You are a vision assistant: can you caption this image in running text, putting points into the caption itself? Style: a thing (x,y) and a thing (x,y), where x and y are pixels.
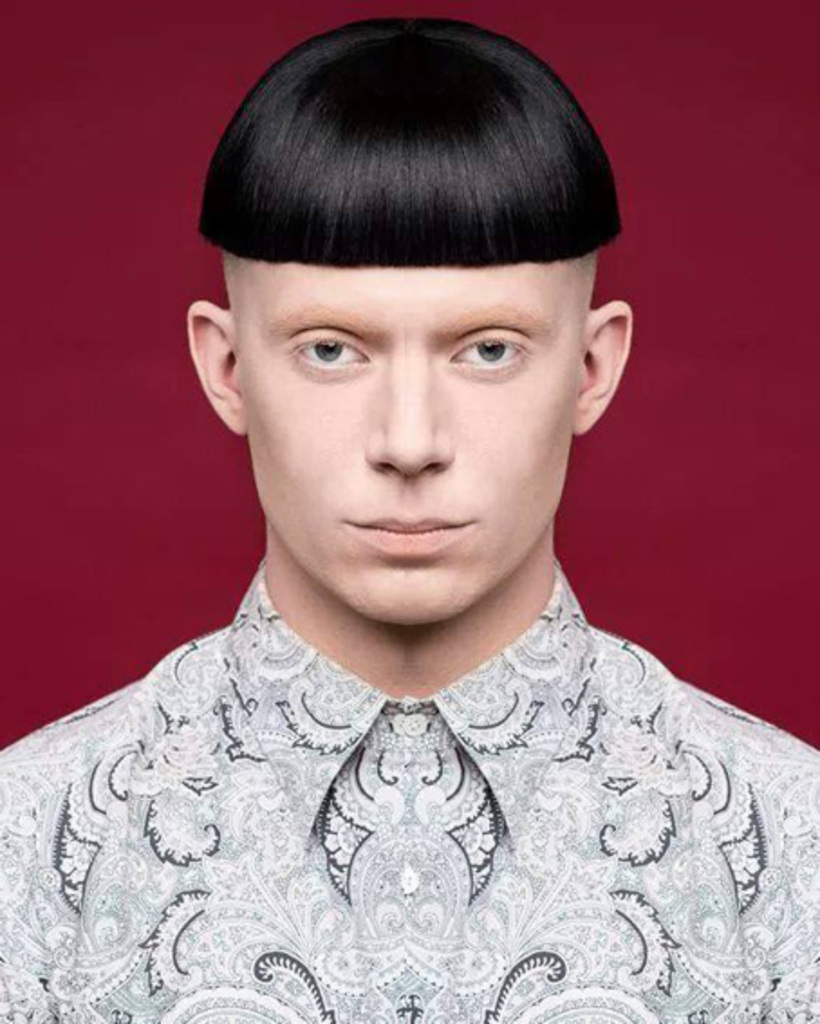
In this picture, I can see a man (5,880) and a red color background (780,235).
